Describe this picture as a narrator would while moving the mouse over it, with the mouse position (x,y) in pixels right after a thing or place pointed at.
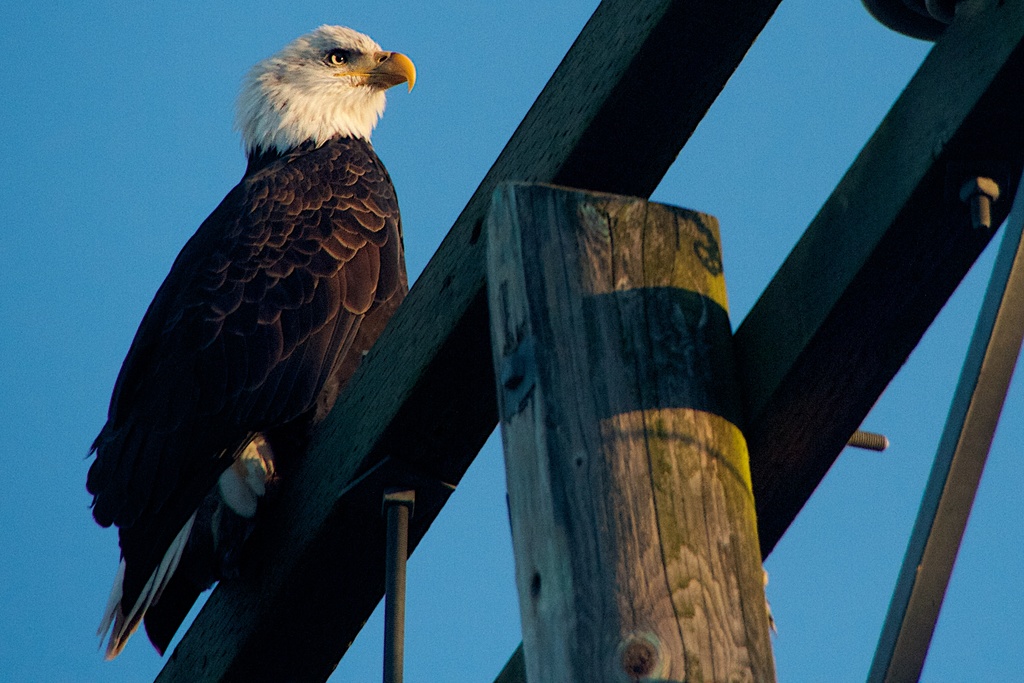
In this picture, I can see a sky (148,136) and also i can see a wooden sticks (631,134) and top on that wooden stick (458,230), I can see a animal (315,282) standing.
